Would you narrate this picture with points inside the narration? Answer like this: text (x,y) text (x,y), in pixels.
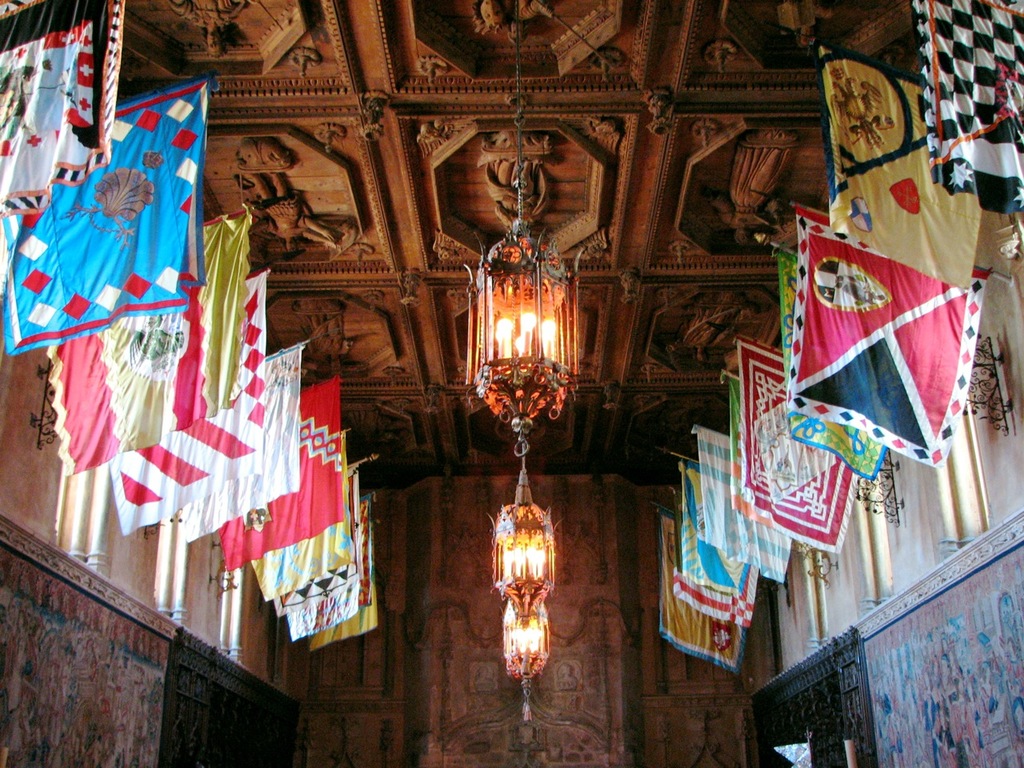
In this picture there is view of the ceiling hall (253,245). On both sides there are some colorful flags (667,529) and in the middle of the ceiling (594,285) there is a hanging lanterns (522,504).
